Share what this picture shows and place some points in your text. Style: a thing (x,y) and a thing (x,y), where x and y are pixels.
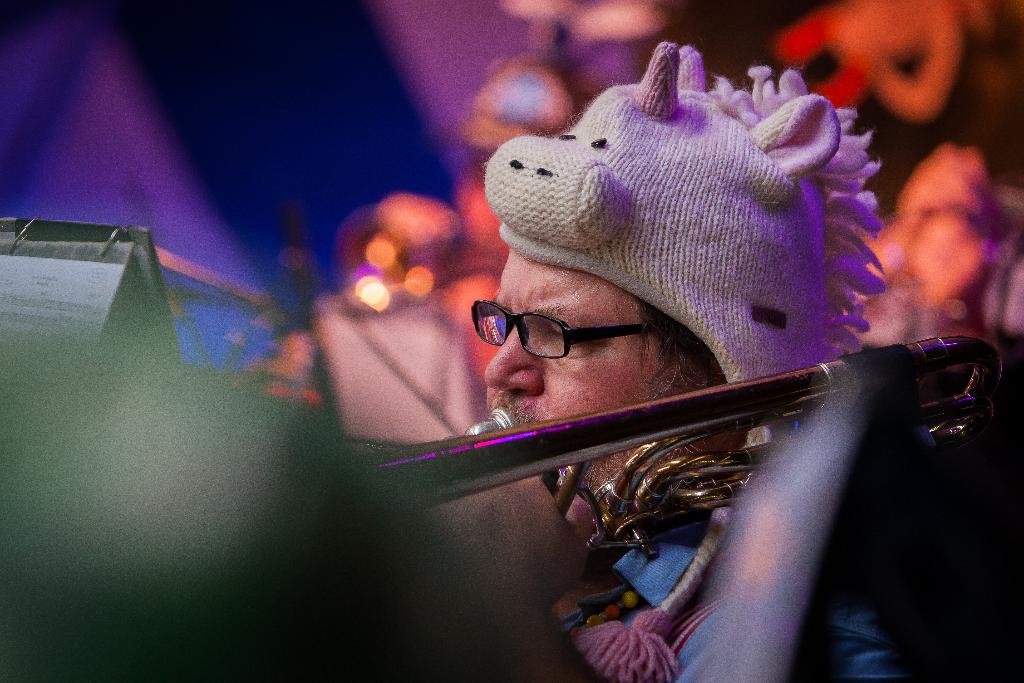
In this picture we can see a man (729,240) wore spectacle (610,331), cap (634,254) and playing trombone (668,442) holding in his hand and in front of him there is stand (129,339) and in background (359,96) it is blur.
